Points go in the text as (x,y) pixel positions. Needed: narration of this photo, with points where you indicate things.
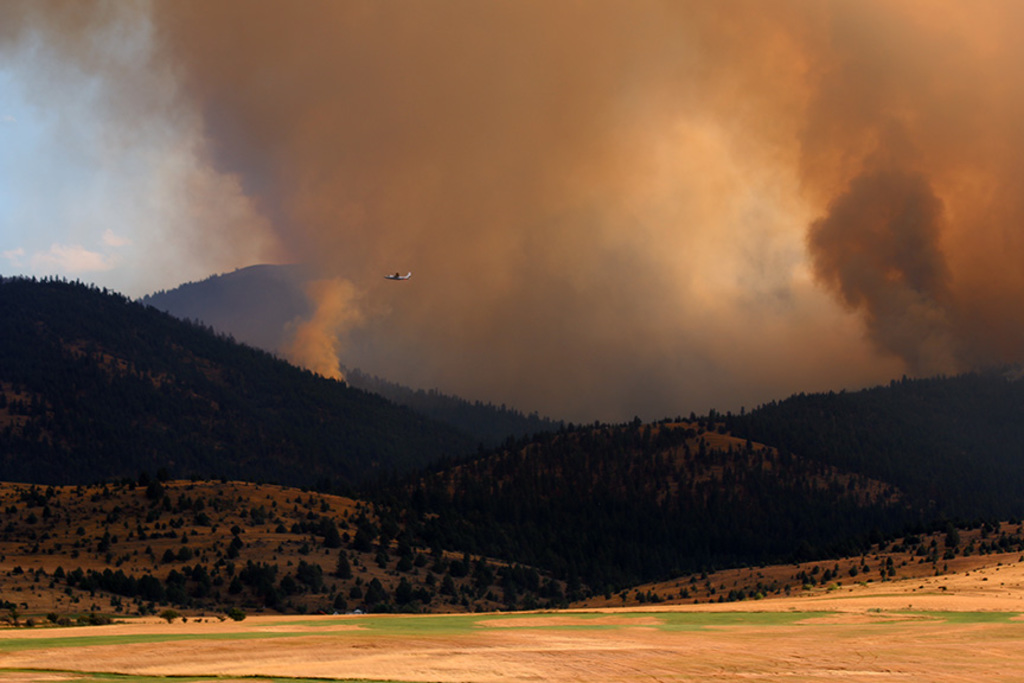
In this picture we can observe some trees (446,536). There are hills (357,399). We can observe an airplane (408,278) flying in the air (419,287). There is some smoke (402,207). In the background (53,148) there is a sky (79,147).
